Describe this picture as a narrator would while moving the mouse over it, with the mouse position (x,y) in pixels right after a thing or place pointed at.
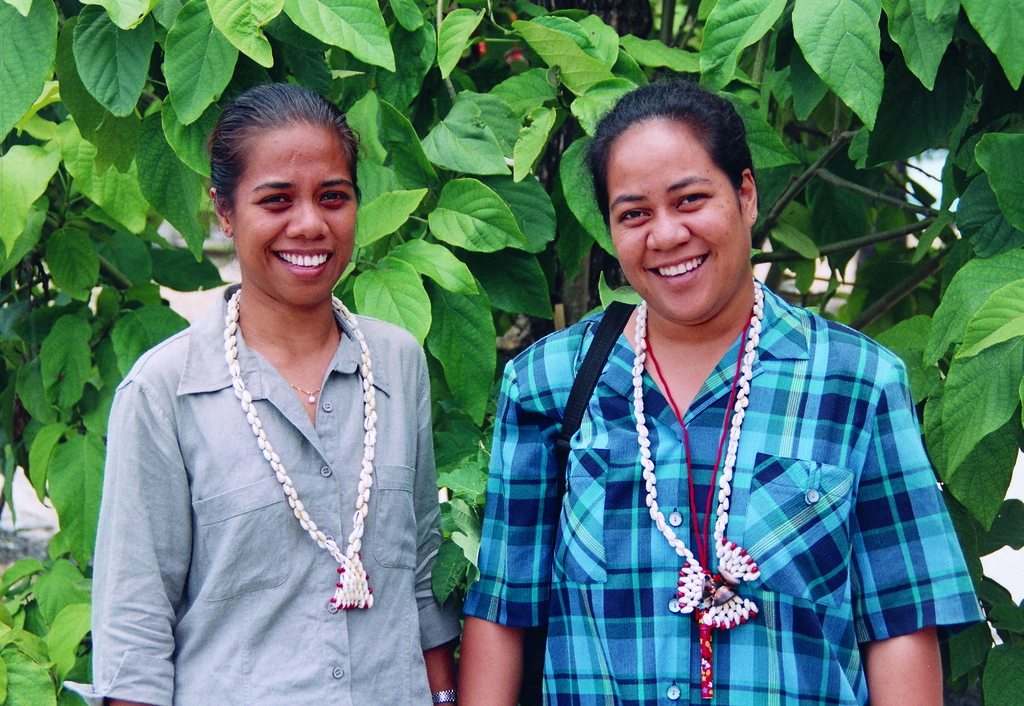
In this image in front (707,450) there are two people (398,381) wearing a smile on their faces (731,250). Behind them there are trees (108,21).
